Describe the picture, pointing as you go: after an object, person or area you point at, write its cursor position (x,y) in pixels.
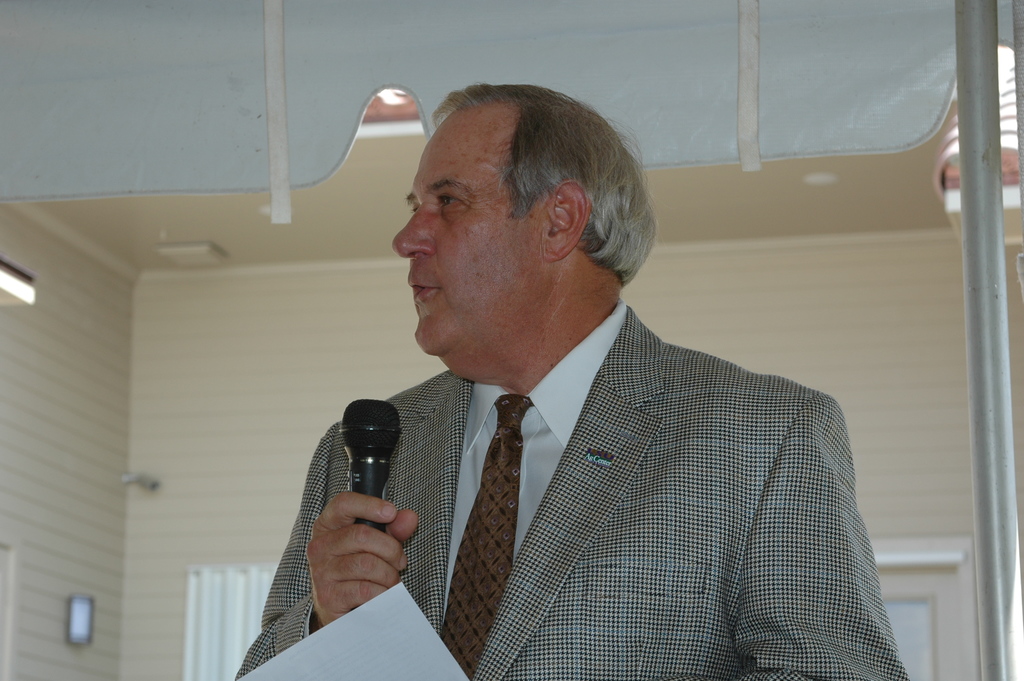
In this image in the center (539,323) there is one man (410,522) who is holding a mike (377,491), and he is talking. And on the top (459,48) there is one tent (243,54) and in the background (159,367) there is a wall (213,344) and on the right side (983,443) there is one pole (983,335).
